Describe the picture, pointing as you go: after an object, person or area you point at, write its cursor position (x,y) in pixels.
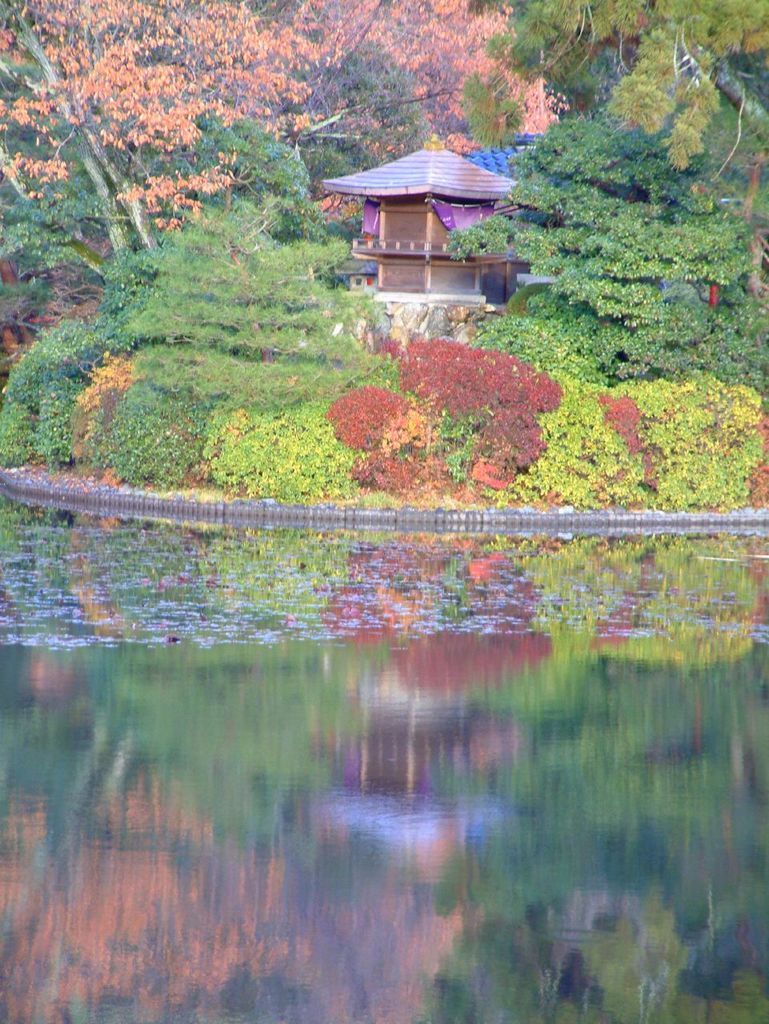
We can see water (78,556) and plants (523,471). In the background (512,91) we can see trees (460,141) and house (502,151).
